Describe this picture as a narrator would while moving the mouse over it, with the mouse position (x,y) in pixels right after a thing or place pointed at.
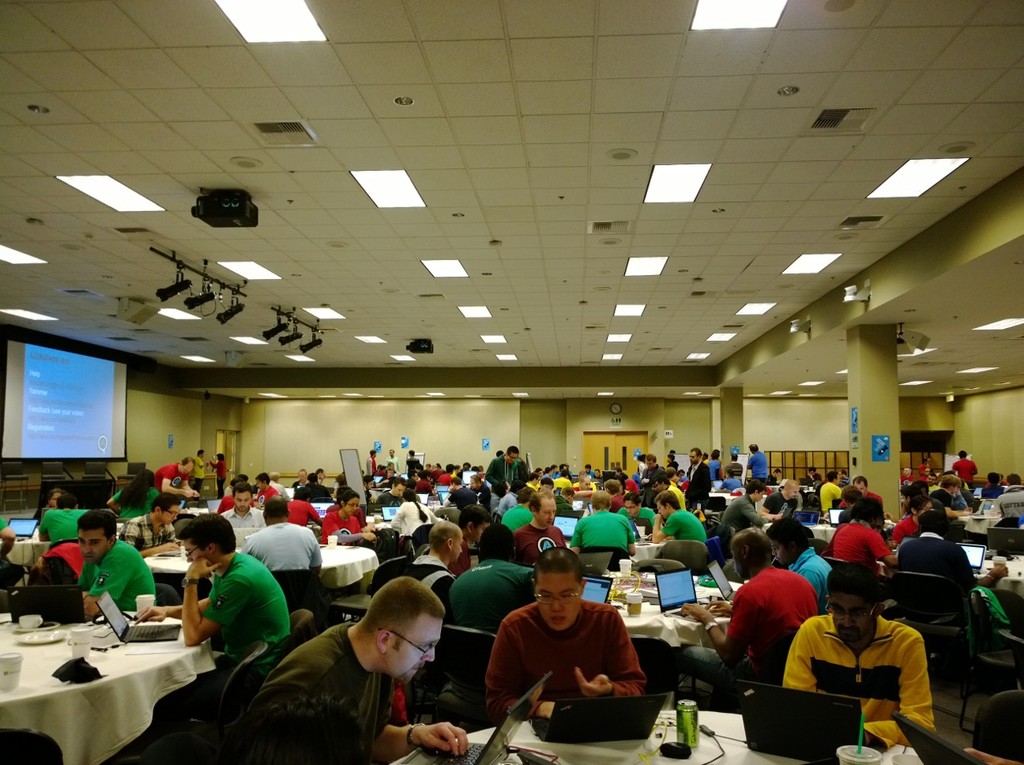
In this image there are so many people (880,688) sitting around the table (811,764) and operating laptops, also there are some coffee cups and coke tins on the table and screen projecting on the wall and there are lights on the roof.
